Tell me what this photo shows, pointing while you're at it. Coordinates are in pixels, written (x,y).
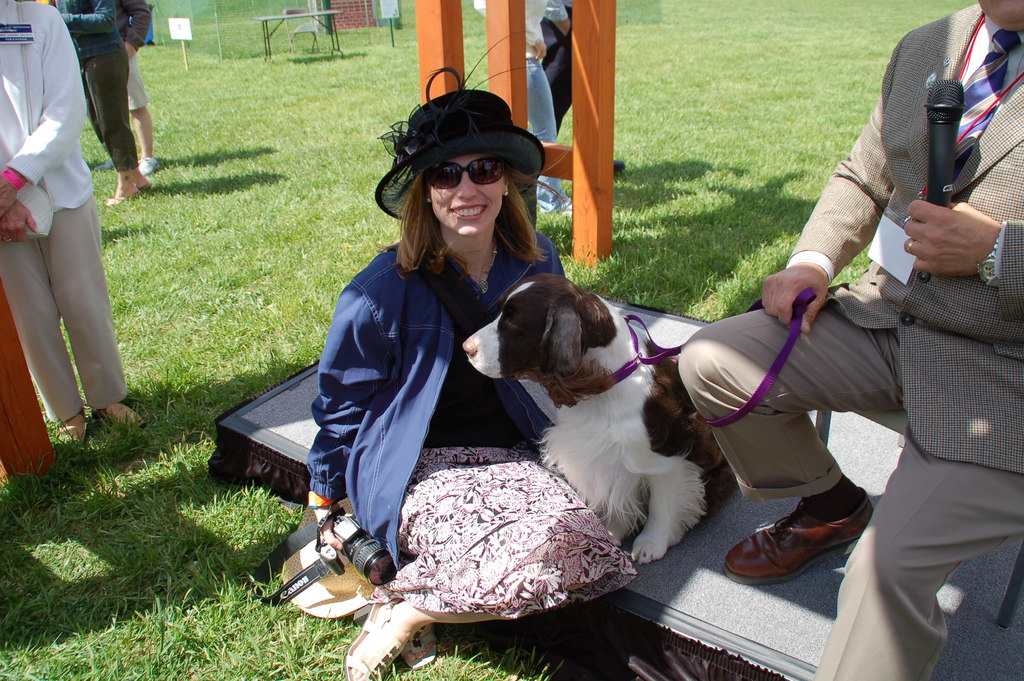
In the image we can see there is a woman (456,273) who is sitting and beside her there is a dog (591,388) who is on the platform (224,446) and the man (949,235) is holding a mic (946,133) in his hand (942,209) and even the dogs belt (712,422).
